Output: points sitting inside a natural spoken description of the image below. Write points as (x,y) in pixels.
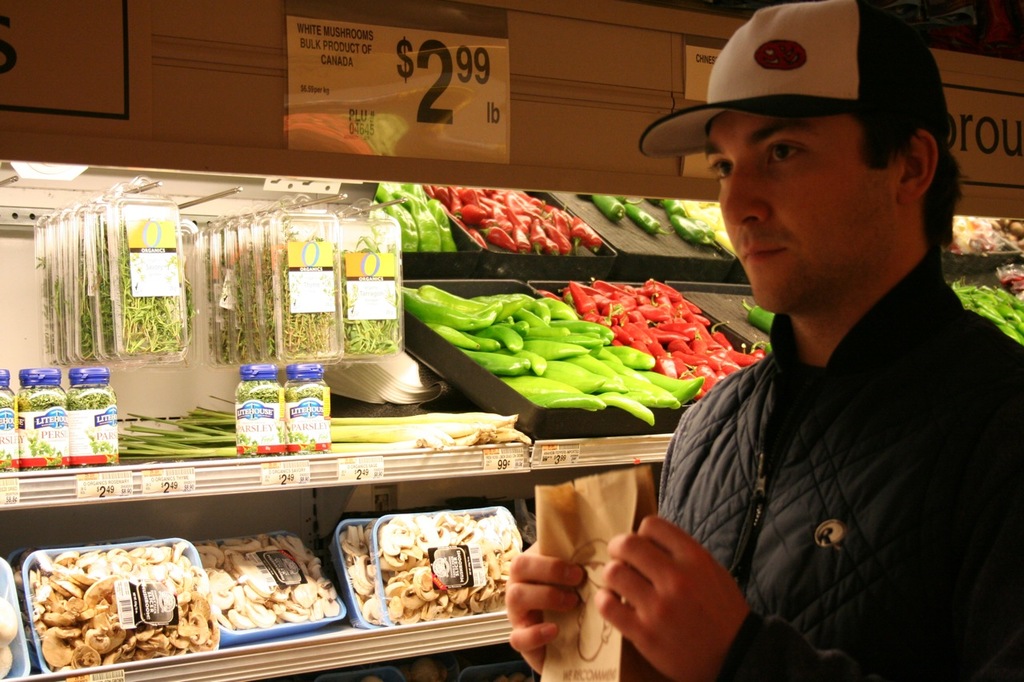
In this picture there is a man (820,380) holding a cover (608,554) and wearing cap (799,82). We can see vegetables (542,371), boxes (398,286), jars (272,373) and objects (328,281) in racks (328,547) and we can see boards (687,89) on racks (663,66).
